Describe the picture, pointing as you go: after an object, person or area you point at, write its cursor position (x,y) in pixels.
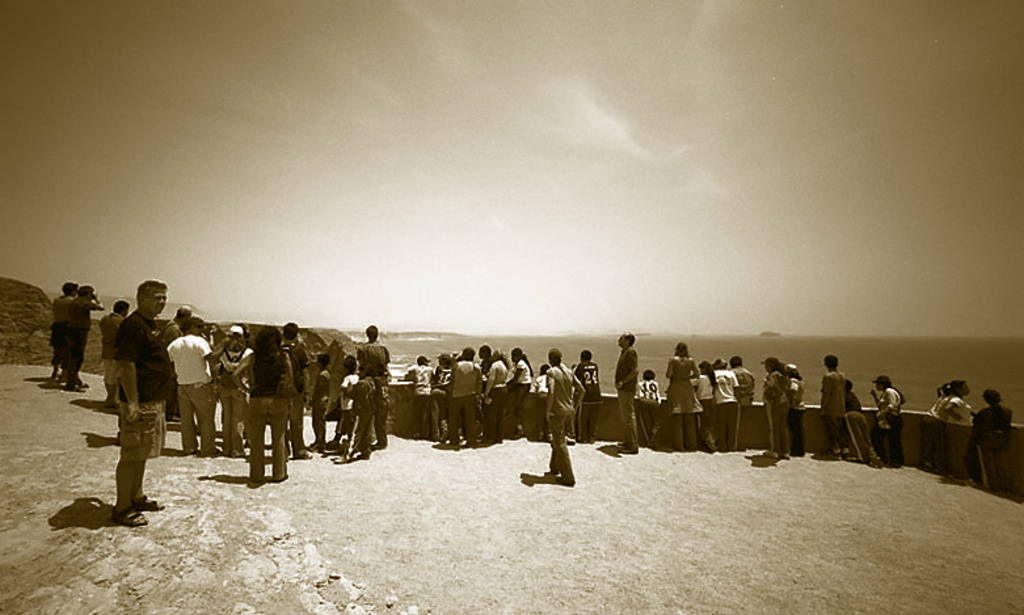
In this picture we can see some people (362,415) standing and looking at something, there is the sky (383,116) at the top of the picture (363,103), it is a black and white image.
